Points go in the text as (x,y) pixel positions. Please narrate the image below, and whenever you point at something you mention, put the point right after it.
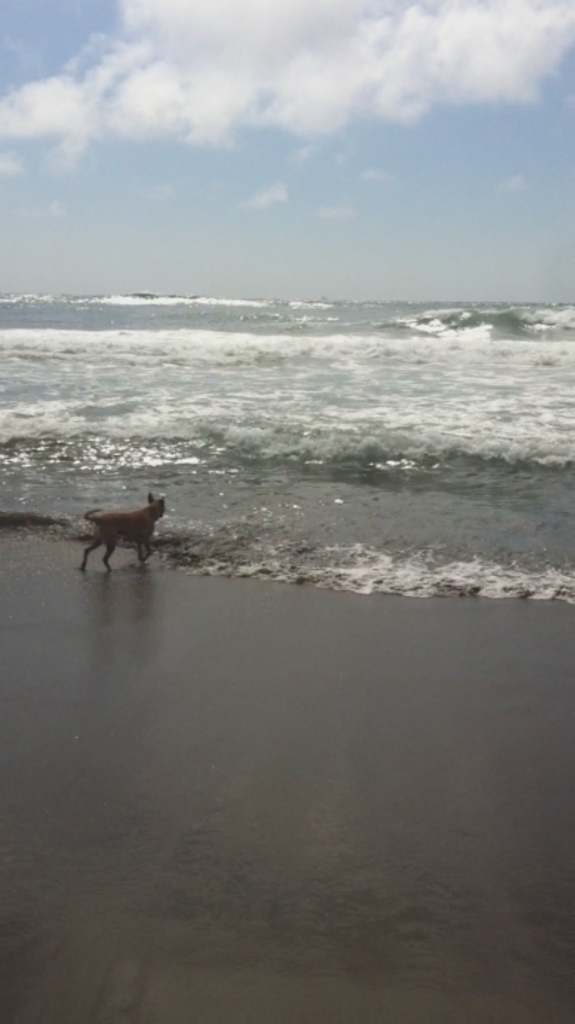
In this image we can see an animal (110,517) standing on the seashore (192,579), sea (301,343) and sky (254,121) with clouds (351,94).
